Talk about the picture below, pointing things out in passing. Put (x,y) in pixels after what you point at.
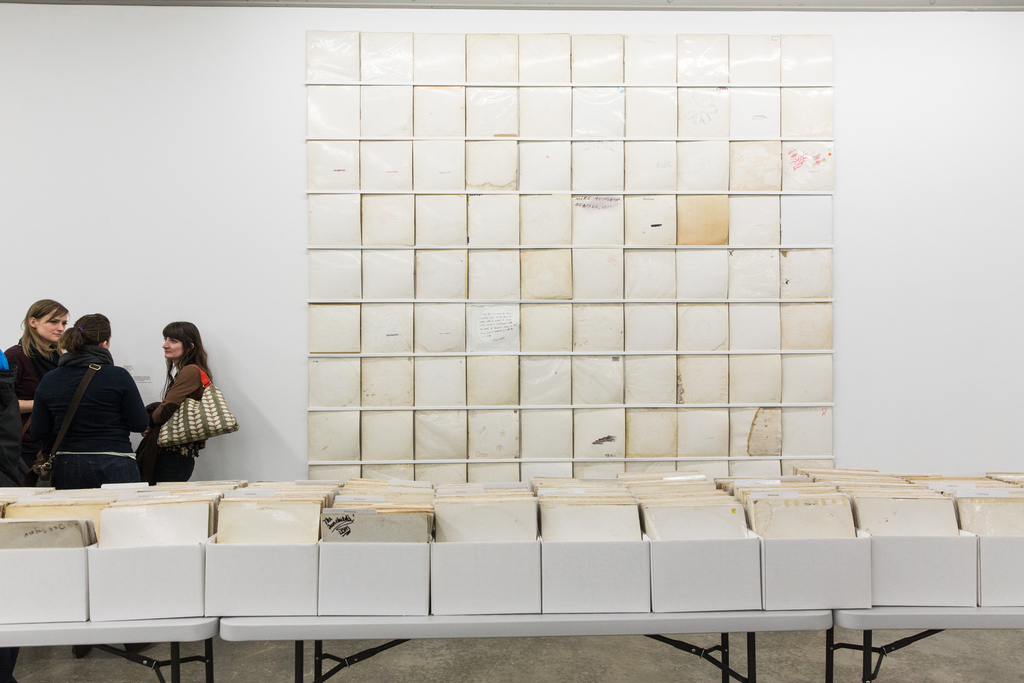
In this image on the bottom (80,586) there are some boxes (580,574) and some books (46,506) are there on the table (188,623) and on the background (195,192) there is wall (931,161) and some books (757,238) are there. And on the left side (108,344) there are three women (97,394) who are standing and talking.
